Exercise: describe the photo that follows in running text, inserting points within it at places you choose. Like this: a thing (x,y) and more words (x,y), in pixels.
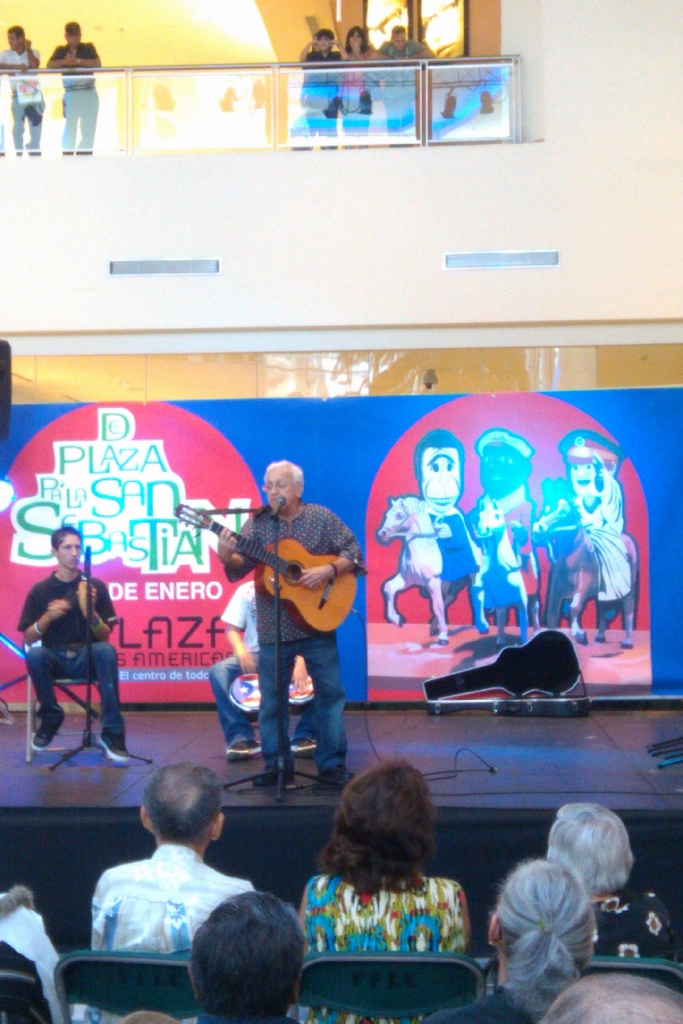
In this image there is a man (332,572) standing and playing guitar (316,558) another man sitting in chair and at back ground (478,594) there is a guitar case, hoarding (347,421), group of people (339,105) standing, another group of people (358,820) sitting in chair (4,1014).
